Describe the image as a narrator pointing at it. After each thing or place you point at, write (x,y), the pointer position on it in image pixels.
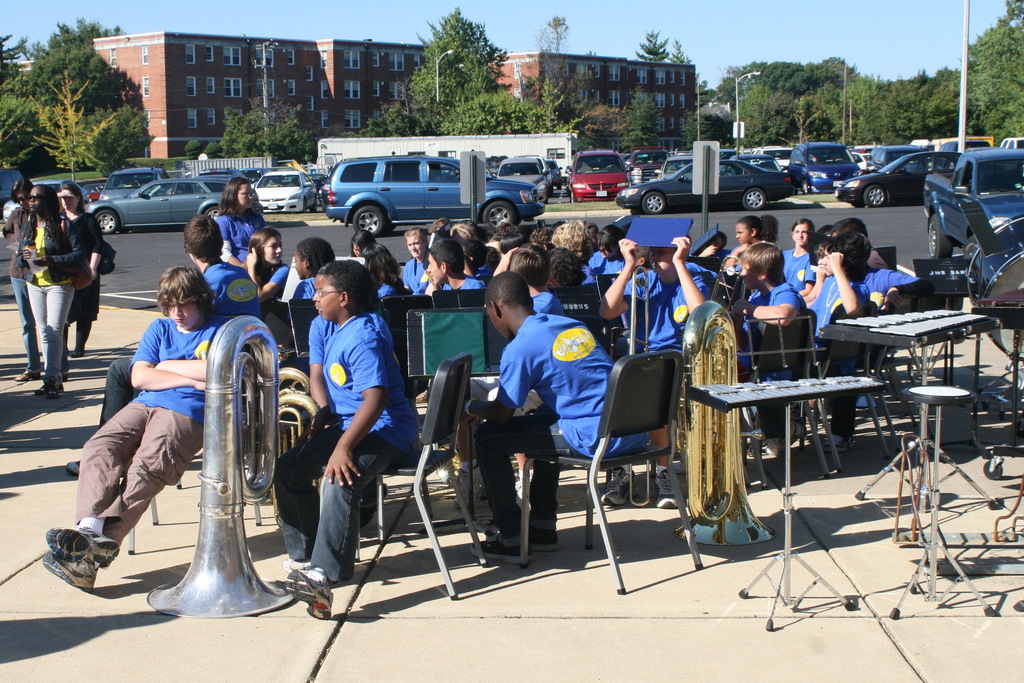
There are many children (600,371) sitting on chairs (642,353). There are many musical instruments (991,276). In the back (154,228) there is a road (801,206). Also there are vehicles (689,178). And there are poles (709,150) with board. There are few people (76,202) standing. In the background (484,105) there are trees (938,94), buildings (244,65) with windows (228,63) and sky (705,26). Also there are light poles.
